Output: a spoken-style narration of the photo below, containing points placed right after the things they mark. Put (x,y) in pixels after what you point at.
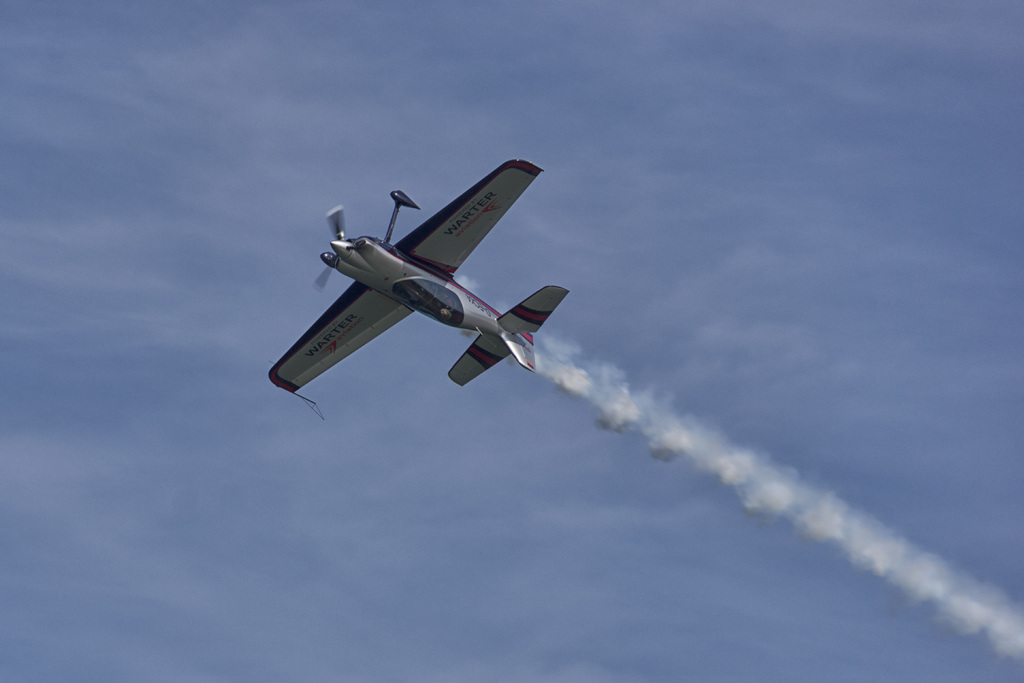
In the center of the image (461,234) there is an airplane (523,165) in sky (539,232).
